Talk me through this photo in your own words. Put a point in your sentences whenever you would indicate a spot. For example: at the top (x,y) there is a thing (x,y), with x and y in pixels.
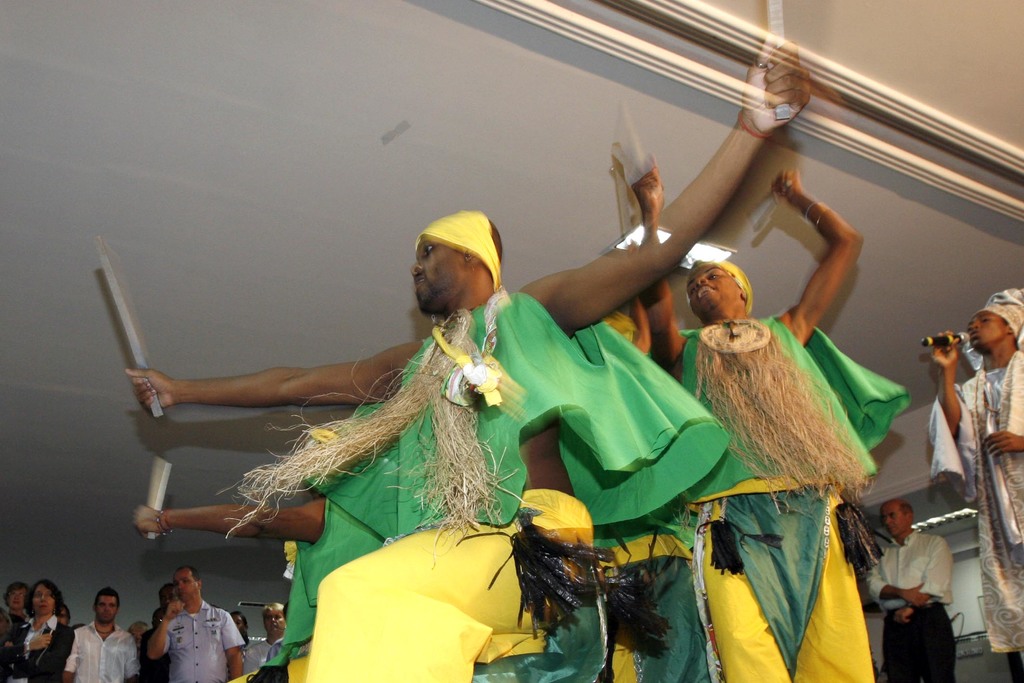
In the foreground of this image (554,570), there are men (563,552) and it seems like they are doing a tribal dance. On the right (953,438), there are two men (931,616) standing where a man (968,462) is holding a mic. In the background (240,626), there are few people (67,621) standing. At the top (394,78), there is a ceiling (387,60).
